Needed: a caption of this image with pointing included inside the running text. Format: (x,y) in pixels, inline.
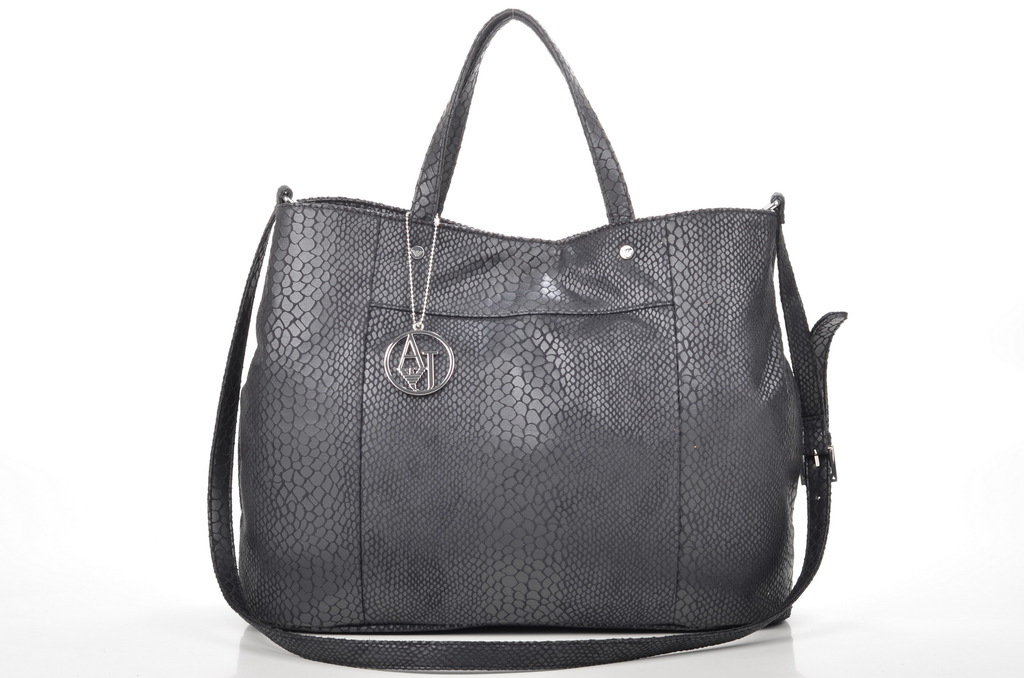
In the image we can see a handbag (485,353). This is a locket (421,363).
